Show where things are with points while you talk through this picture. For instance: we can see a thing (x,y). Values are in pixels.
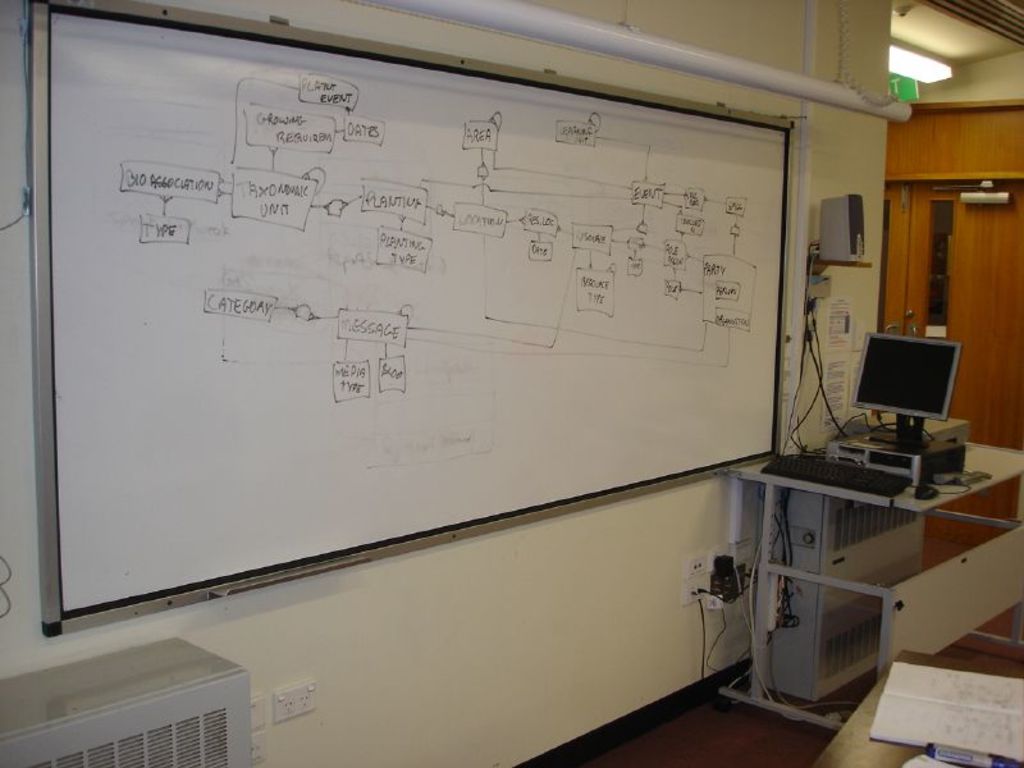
In this image, we can see a white color board (717,447), at the right side (931,392) there is a monitor (934,375) and a keyboard (877,489) on the table (848,486), there is a speaker (835,242), in the background (871,243) there is a wall (333,641).
